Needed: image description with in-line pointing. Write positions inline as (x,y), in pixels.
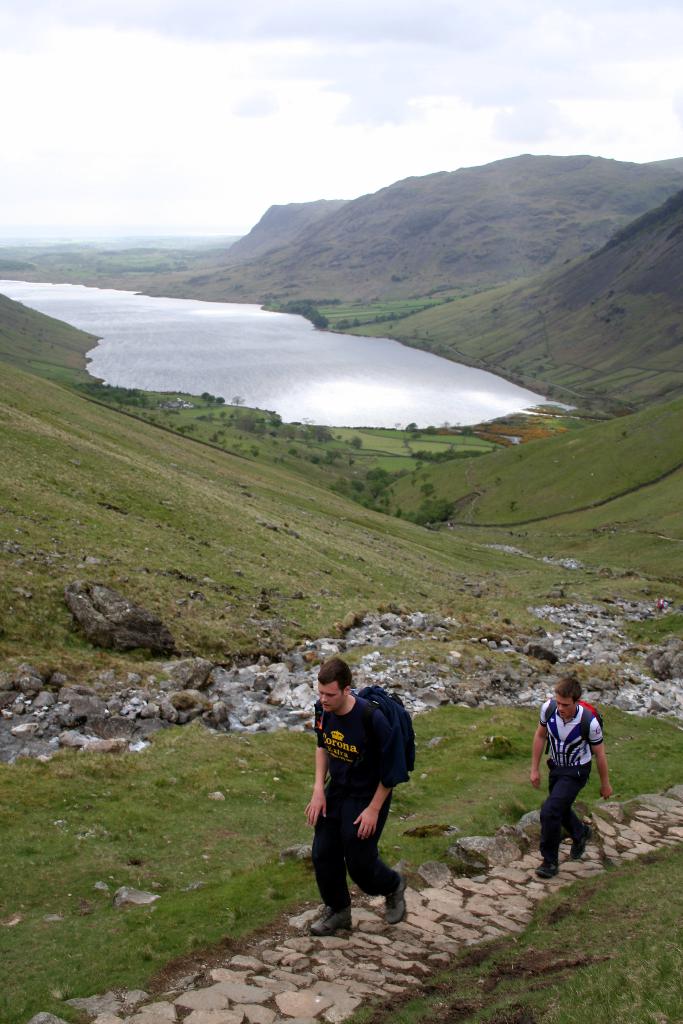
In this image we can see few hills (572,250). There is a grassy land (601,482) in the image. There are many trees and plants (454,827) in the image. There is a cloudy sky (402,71) in the image. There is a lake (330,362) in the image. There are two persons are walking on the walkway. There are two people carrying some objects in the image.
